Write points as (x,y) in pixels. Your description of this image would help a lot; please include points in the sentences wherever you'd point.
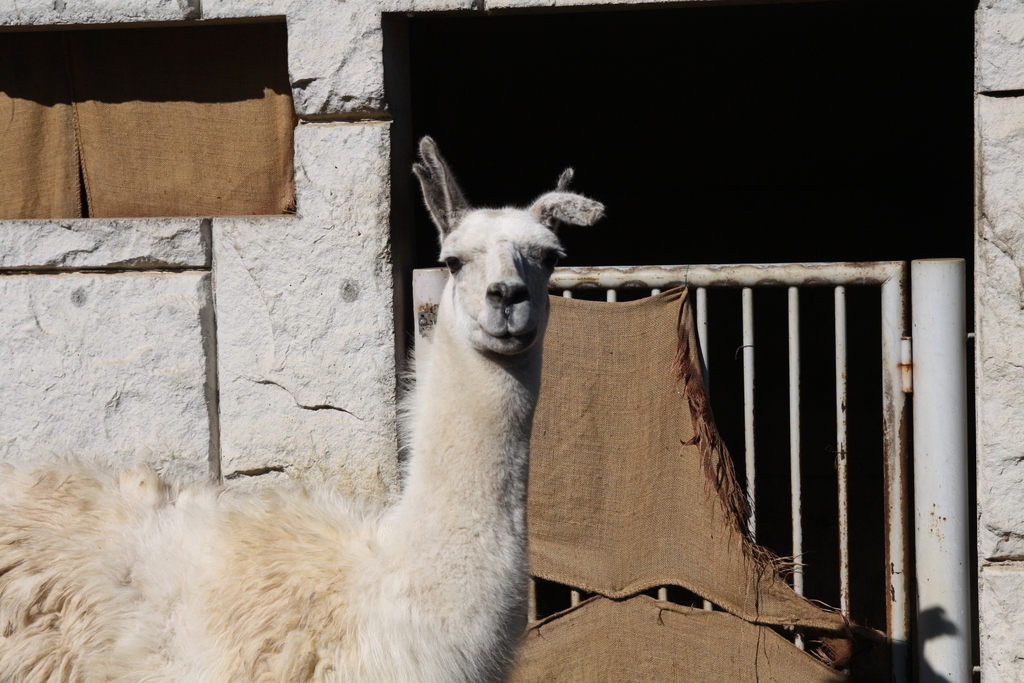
In this image there is an animal (58,645) looking at someone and on the right side (842,262) there is the gate (863,273).
